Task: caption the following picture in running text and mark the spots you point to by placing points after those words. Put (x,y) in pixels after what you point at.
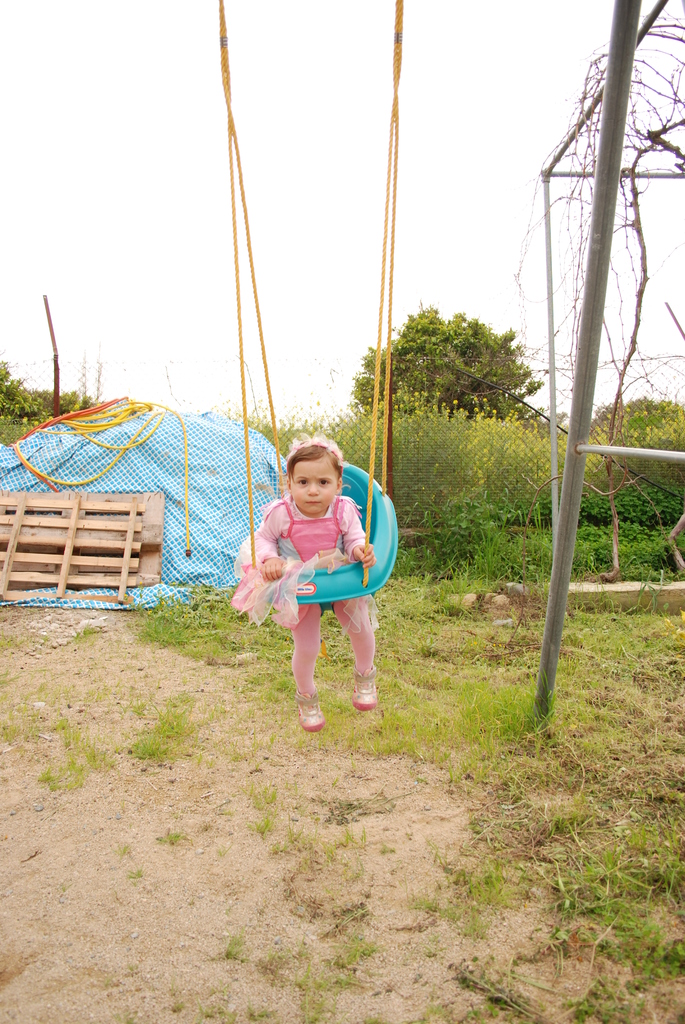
In this image there is a child (328,563) sitting on the swing (373,488), beside her there is a rod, on the other side of the image there is a wooden structure (65,538), pipes (144,408) and a covered cloth (184,511) on the surface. In the background (683,501) there are trees (663,407) and plants (398,458).
